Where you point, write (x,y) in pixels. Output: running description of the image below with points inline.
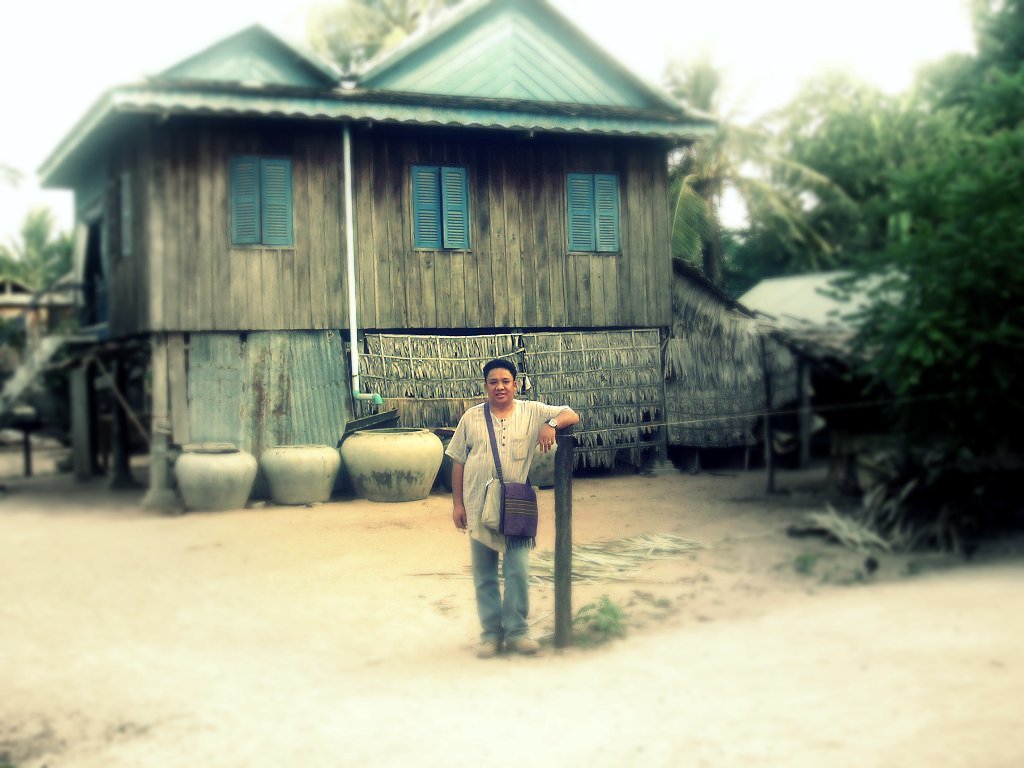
In the middle of this image (493,374), there is a person (526,423), wearing a bag (510,489), placing a hand (542,437) on a pole (559,600), on the ground (797,668). In front of him, there is a road (524,742). In the background (551,297), there are houses (187,159), trees (779,263) and there are clouds (15,208) in the sky (786,2).
